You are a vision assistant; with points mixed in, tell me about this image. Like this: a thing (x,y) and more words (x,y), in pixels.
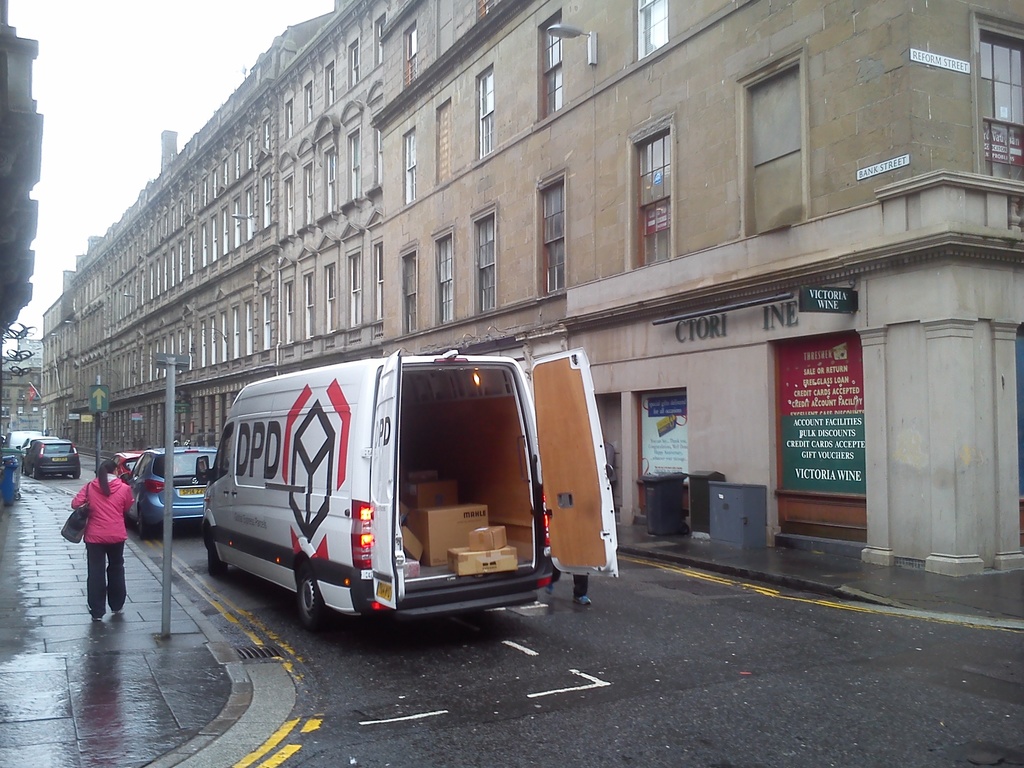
In the center of the image (604,488) there is a road (362,631) on which there are vehicles (40,454) parked. There is a lady (107,464) walking on the footpath (132,572). To the right side of the image (851,492) there is a building (549,5). At the bottom of the image (562,686) there is a road (682,761).
